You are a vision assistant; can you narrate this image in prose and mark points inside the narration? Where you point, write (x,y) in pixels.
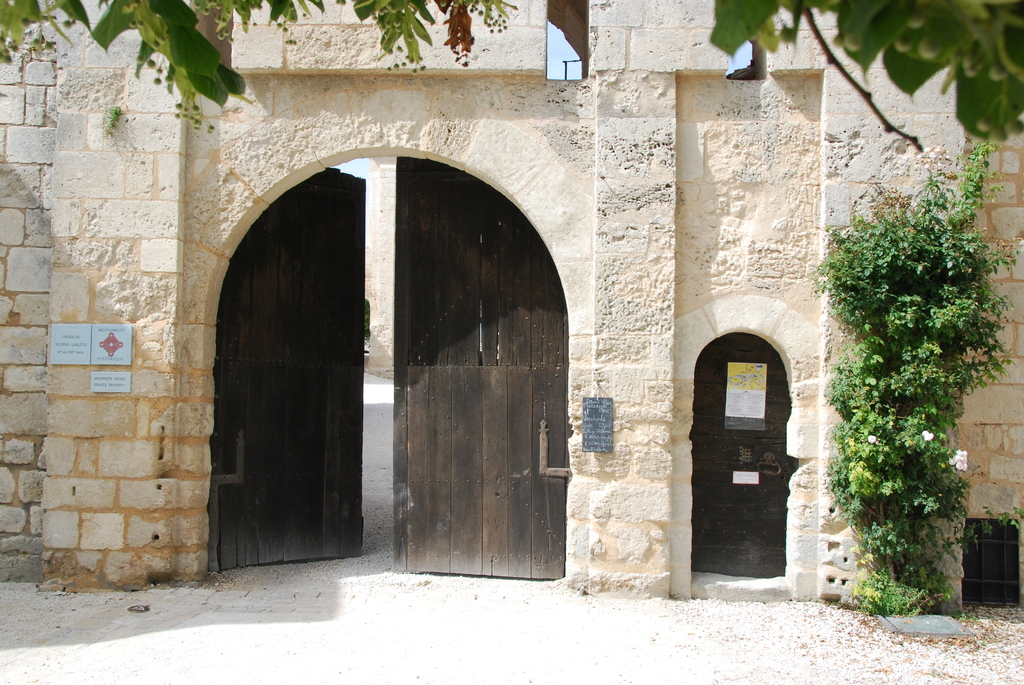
In this image there is front view of the building (147,212), there is a road (487,642), there is a plant (901,343), there are doors (315,395).
